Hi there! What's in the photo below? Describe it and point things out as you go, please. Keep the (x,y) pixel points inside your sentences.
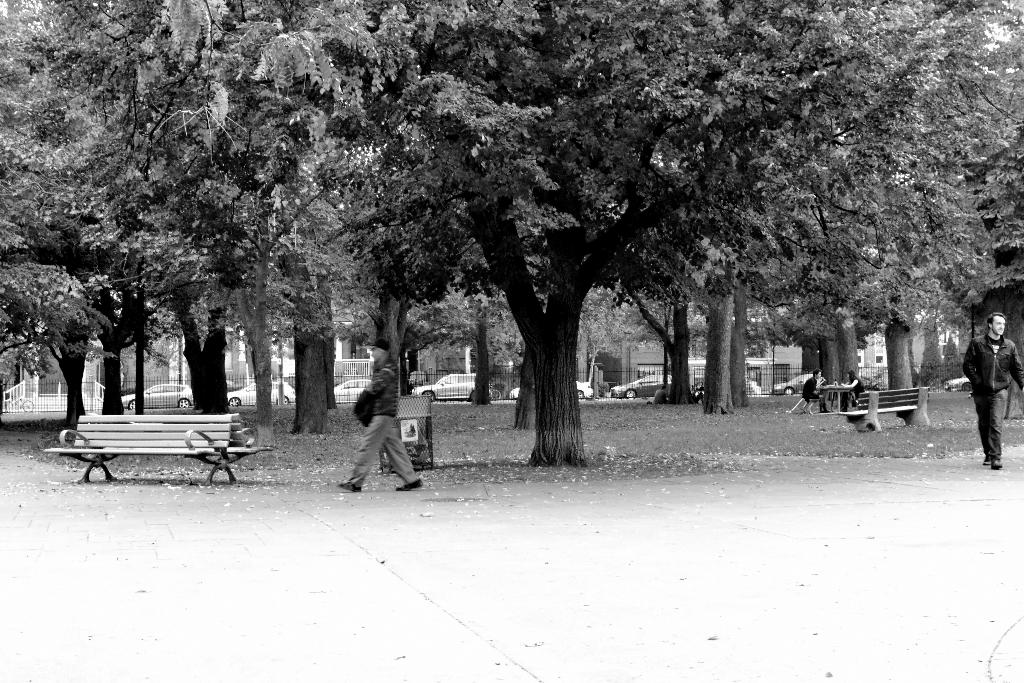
This picture shows a few trees (462,197) and we see few people (977,390) walking and a few cars (164,399) parked and we see couple of benches (872,409) and we see a man (817,393) and a woman (855,386) seated on the chairs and we see a table (843,392) and we see buildings (274,348) and a dustbin (413,406) and we see trees (543,106) around.
